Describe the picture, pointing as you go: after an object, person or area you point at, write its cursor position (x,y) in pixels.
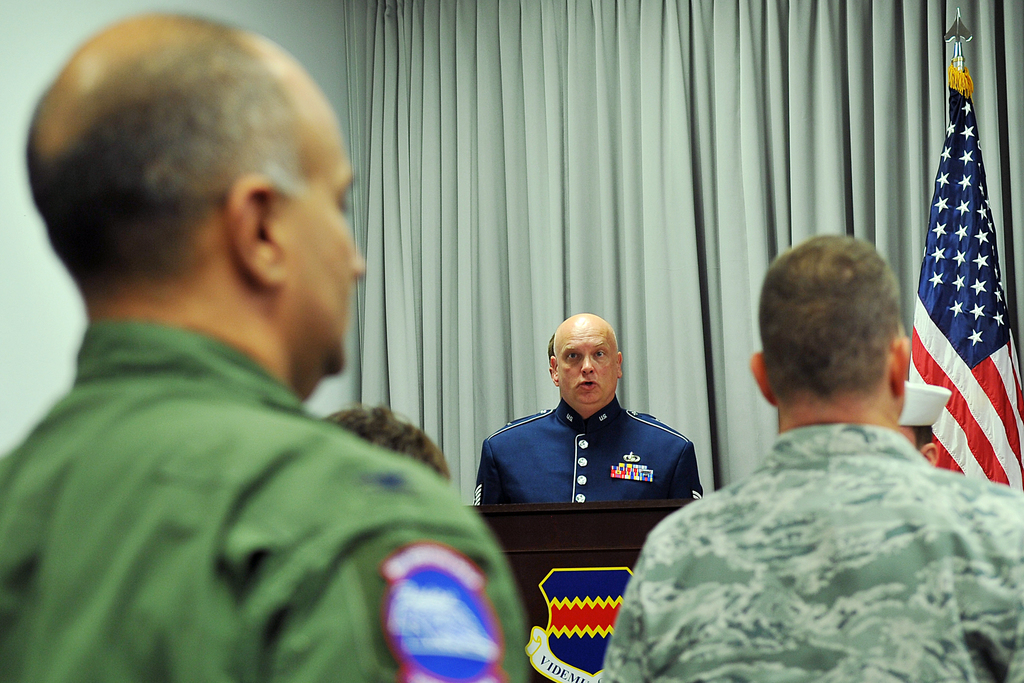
In this image there are people (488,610) standing, in the background (553,491) there is a person (556,475) standing near a podium (616,610) and there is a curtain (651,2) and a flag (959,252).
